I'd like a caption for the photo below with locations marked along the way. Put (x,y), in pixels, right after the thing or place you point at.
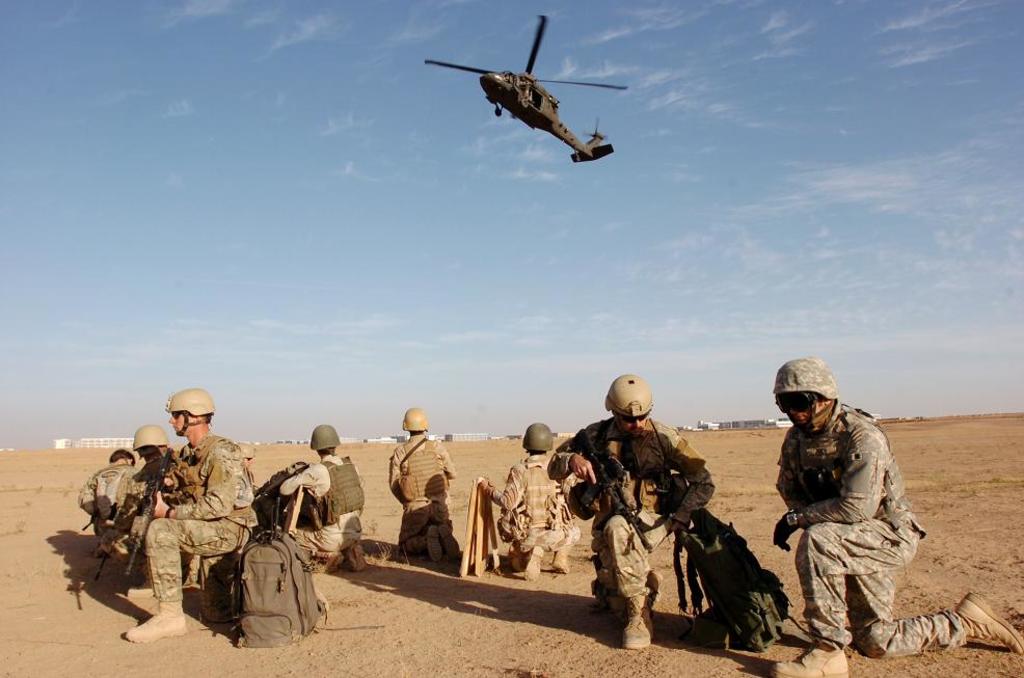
In this image we can see the army people (429,486) weapons (619,498) and bags (299,604) on the ground (370,632). At the top (566,136) we can see the helicopter (531,91). Sky (552,75) is also visible with some clouds (794,193).
